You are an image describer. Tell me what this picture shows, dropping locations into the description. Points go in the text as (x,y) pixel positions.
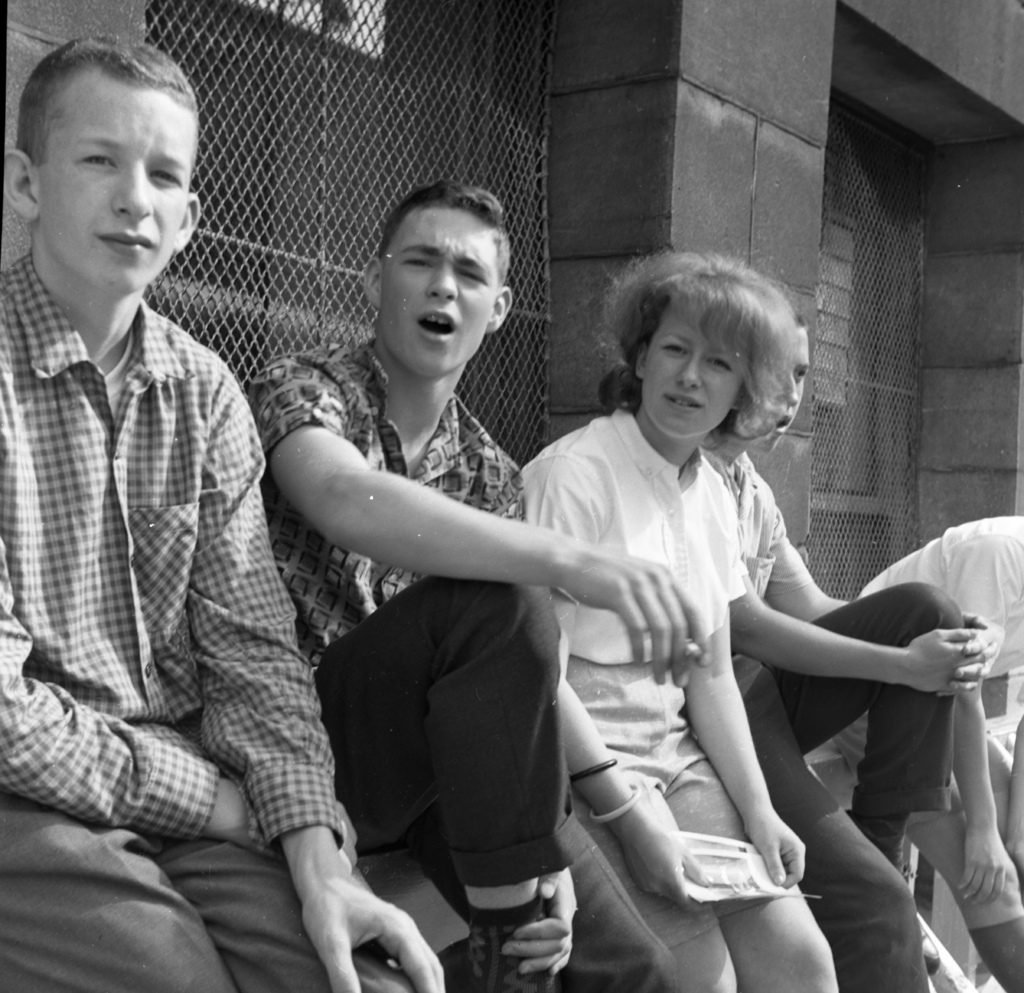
This is a black and white image. In this image we can see a group of people (520,684) sitting beside a metal grill (517,364). In that a woman (604,669) is holding some papers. On the backside (676,178) we can see a wall (663,176).
